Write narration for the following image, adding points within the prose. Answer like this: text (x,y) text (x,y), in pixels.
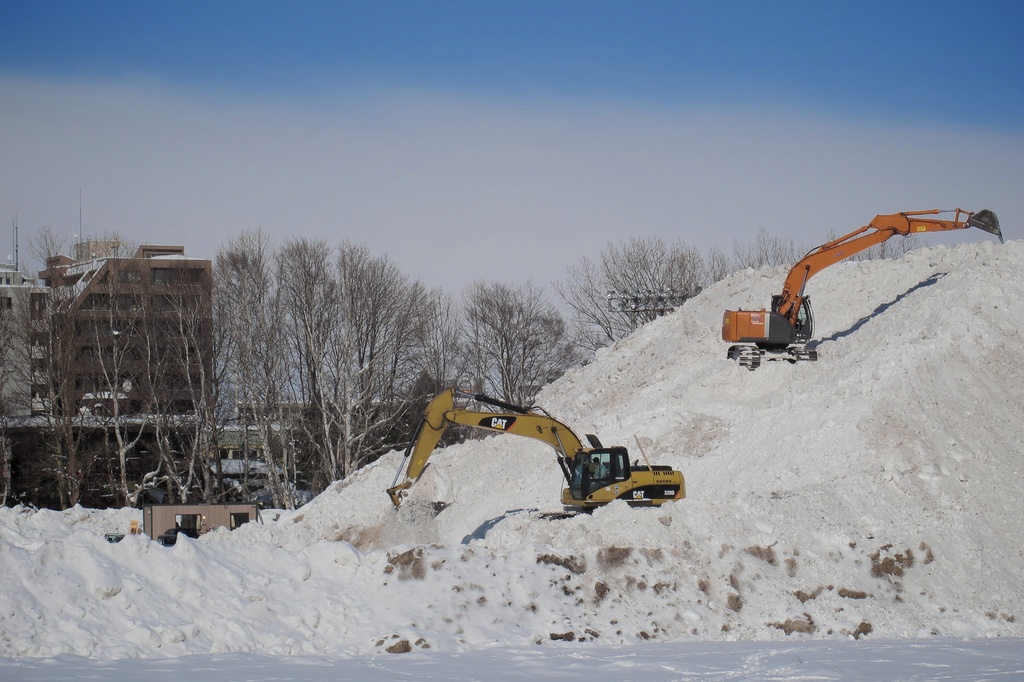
In this image there is snow (184,635) at the bottom (499,659). There is snow (254,548), people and excavators (465,418) in the foreground (681,512). There are trees (527,294) and buildings (170,284) in the background (306,315). There is sky (509,214) at the top (557,220).
